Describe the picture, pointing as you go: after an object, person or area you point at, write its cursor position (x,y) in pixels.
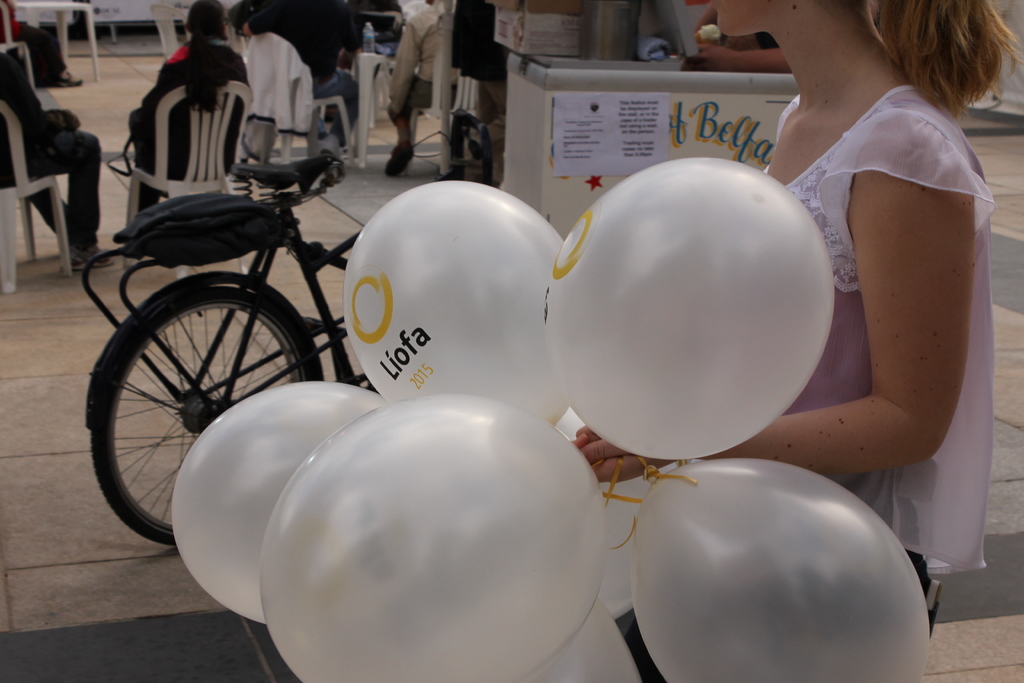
In this picture I can see there is a woman (847,20) walking and she is holding balloons (477,521) in the backdrop (414,85) there are few people (154,111) sitting in chairs (200,142).
